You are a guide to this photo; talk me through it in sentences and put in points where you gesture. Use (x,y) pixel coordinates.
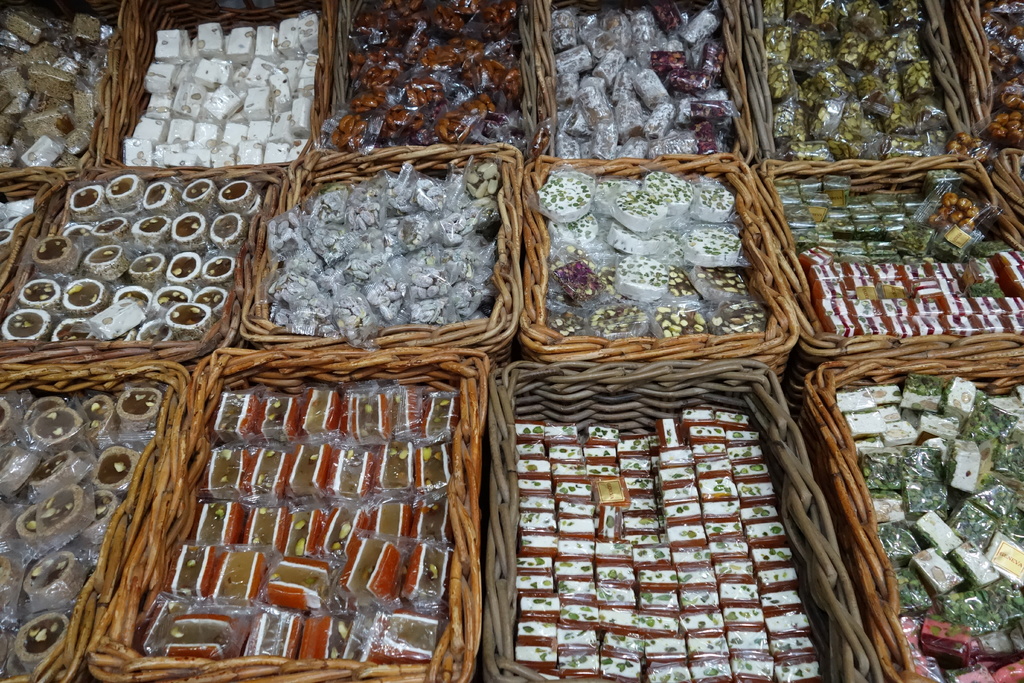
In this image, we can see some wooden boxes (828,464), in that boxes (871,581) there are some sweets (431,587) kept.
